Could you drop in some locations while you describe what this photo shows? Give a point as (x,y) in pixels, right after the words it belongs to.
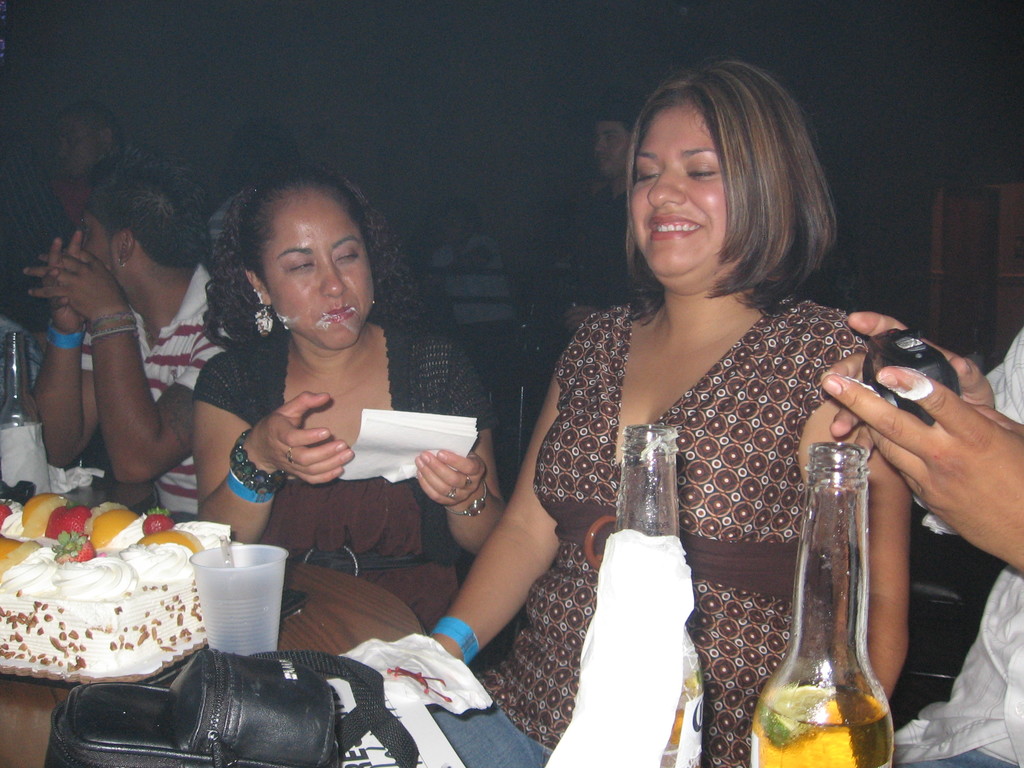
In this picture these persons (1018,617) sitting. There is a table (368,611). On the table (345,614) we can see cake (142,553), fruits (147,541), glass (282,560), bag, cloth (442,666), bottle (839,659). This person (447,400) holding tissue (381,438).
